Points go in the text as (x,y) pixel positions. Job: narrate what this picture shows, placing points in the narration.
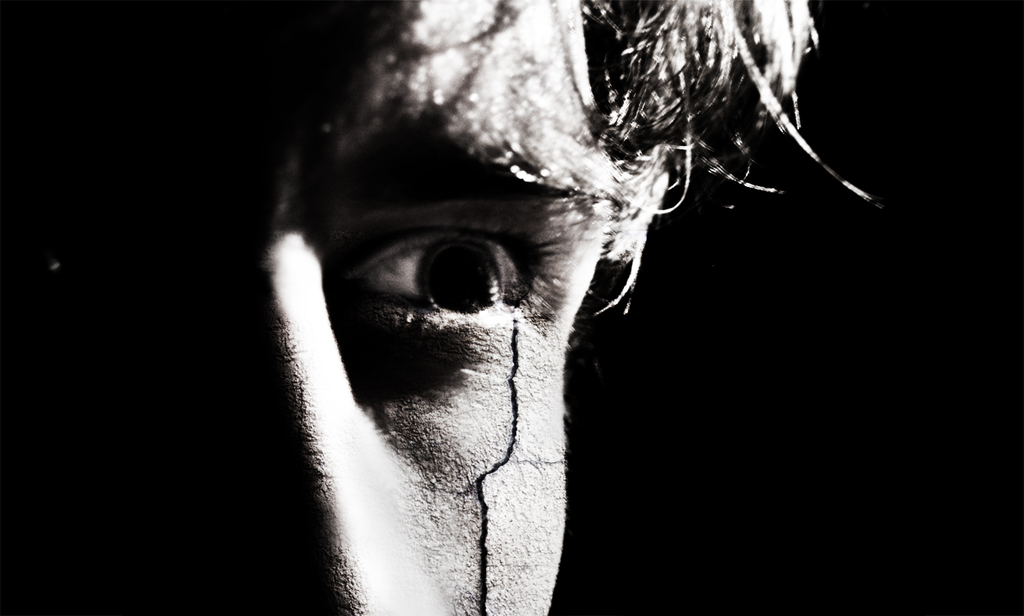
It is the black and white image in which we can see the face (385,265) of a man (469,371). There is a small crack (484,571) near his eye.
